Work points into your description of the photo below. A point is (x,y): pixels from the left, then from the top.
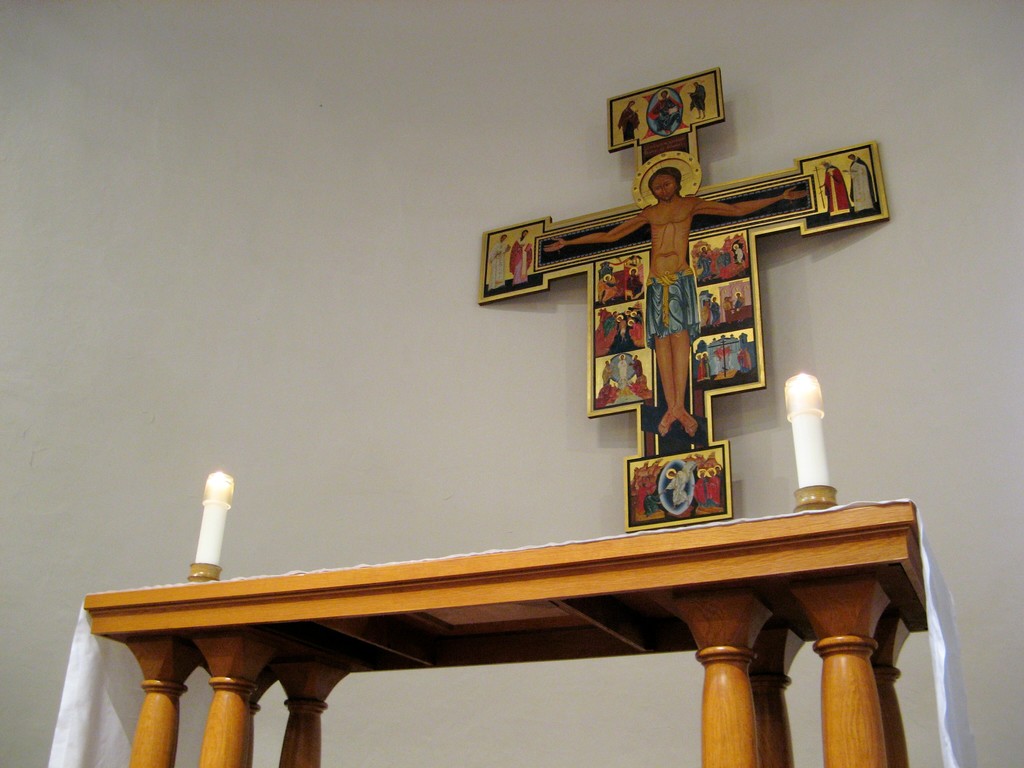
In this picture we can see a cross shaped object (537,246). On this cross shaped object (744,299), we can see the images (711,479) of a few people (665,205). There are candles (201,546) and a white cloth (475,555) is visible on a wooden table (808,564). We can see the wall (374,169) in the background (307,124).
